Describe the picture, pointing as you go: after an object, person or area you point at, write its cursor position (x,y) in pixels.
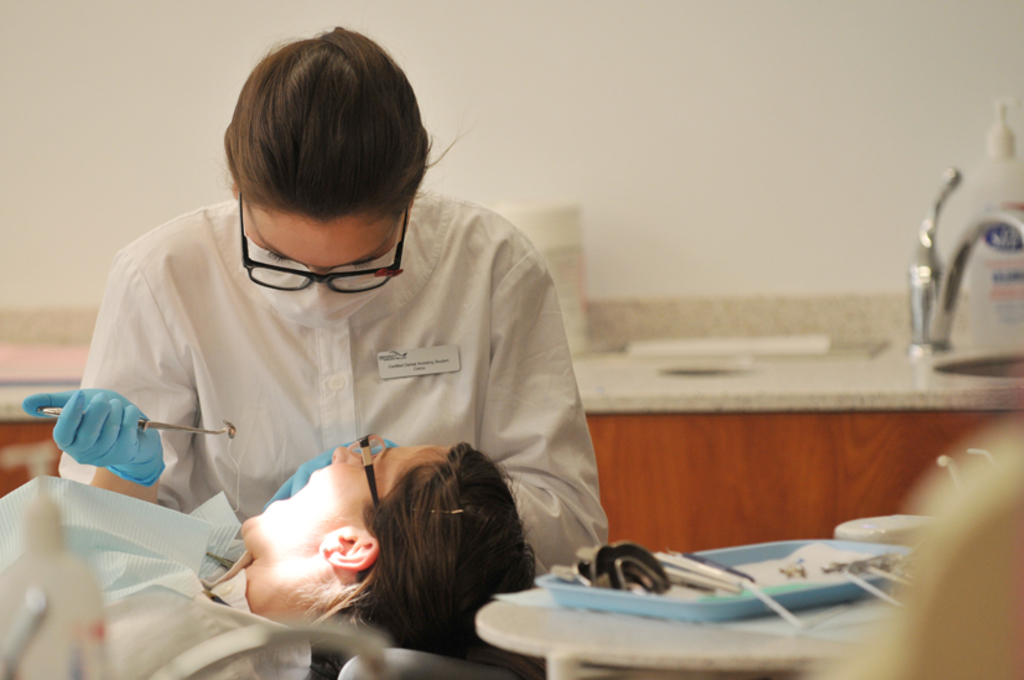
Here in this picture we can see a woman (385,385) with gloves (58,419) and mask (332,291) and spectacles (360,286) on her and she is holding an equipment (39,411) in her hand (136,446) and in front of her we can see another person (106,564) laying with her mouth (311,485) opened and beside them we can see a table (530,621), on which we can see all dental equipments (740,575) present on the tray (778,579) over there and behind her we can see a sink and a tap (935,237) present over there.
